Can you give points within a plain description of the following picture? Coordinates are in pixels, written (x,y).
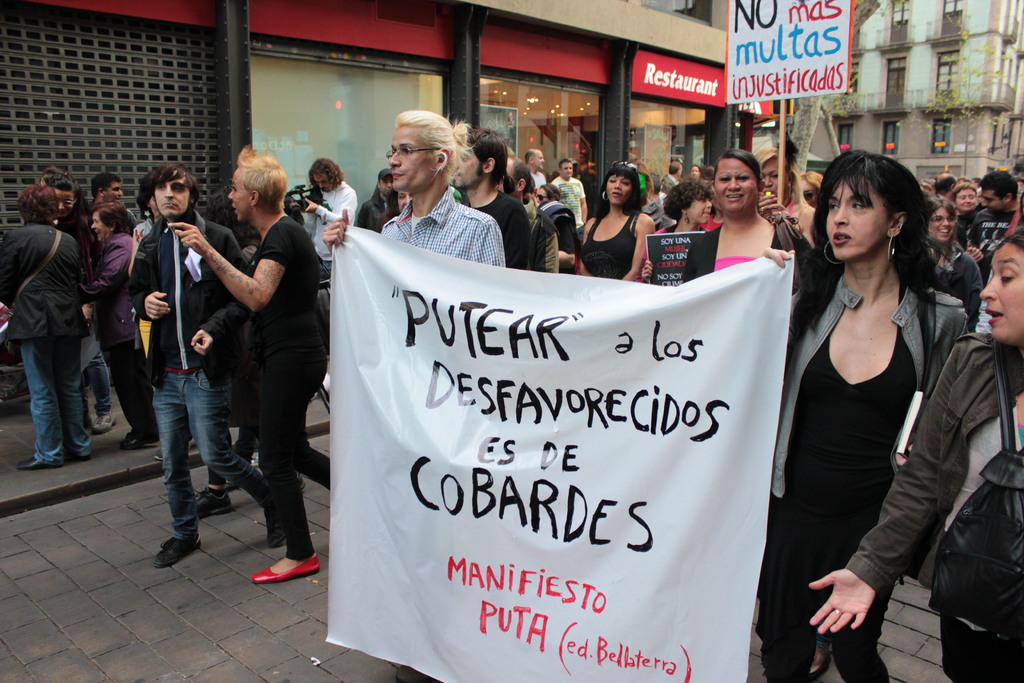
In this image few people (933,428) are on the road (184,615). Two people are holding the banner (518,445). Behind there is a person (682,209) holding the banner (663,252). Left side (34,316) few people (191,332) are on the pavement (37,471). A person (325,250) wearing a white top (331,197) is holding the camera (305,198) in his hand (316,209). Right side (767,90) a person (772,205) is holding the stick (780,139) having a board (766,49). Background (55,148) there are few buildings (231,39) and trees (833,134).
